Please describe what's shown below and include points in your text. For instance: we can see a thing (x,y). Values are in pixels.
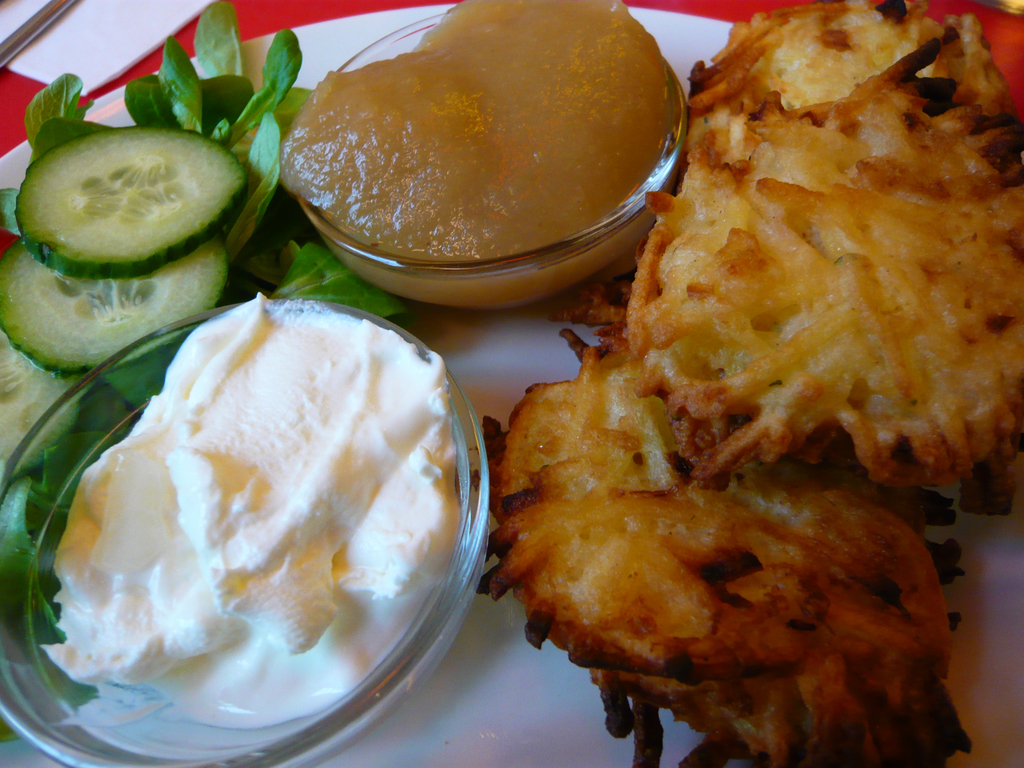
In this picture we can see a plate (468,654), there are two cups (502,291) and some food (641,292) present in this plate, we can see a tissue paper (96,39) at the left top of the picture (76,58).
